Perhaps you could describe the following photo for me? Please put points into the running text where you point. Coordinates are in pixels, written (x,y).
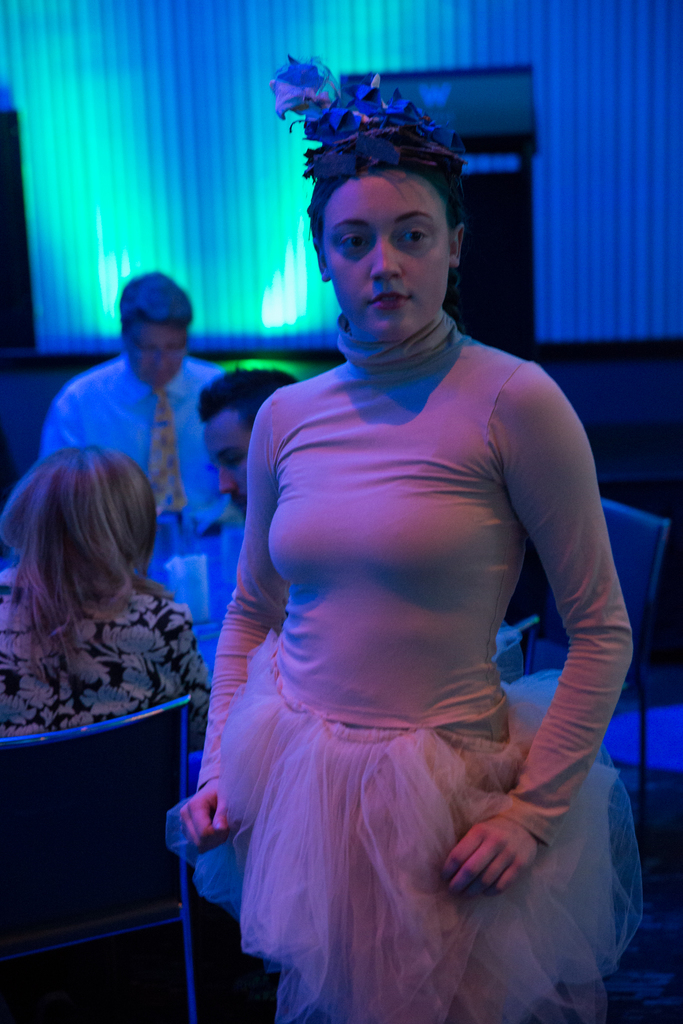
In this image we can see four persons (164,412), among them, one person (420,541) is standing and three persons (147,582) are sitting on the chairs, in front of them, we can see a table (171,573), on the table (167,526), we can see the glasses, there is a podium (420,101) and in the background (270,113), it looks like a curtain (207,94).
